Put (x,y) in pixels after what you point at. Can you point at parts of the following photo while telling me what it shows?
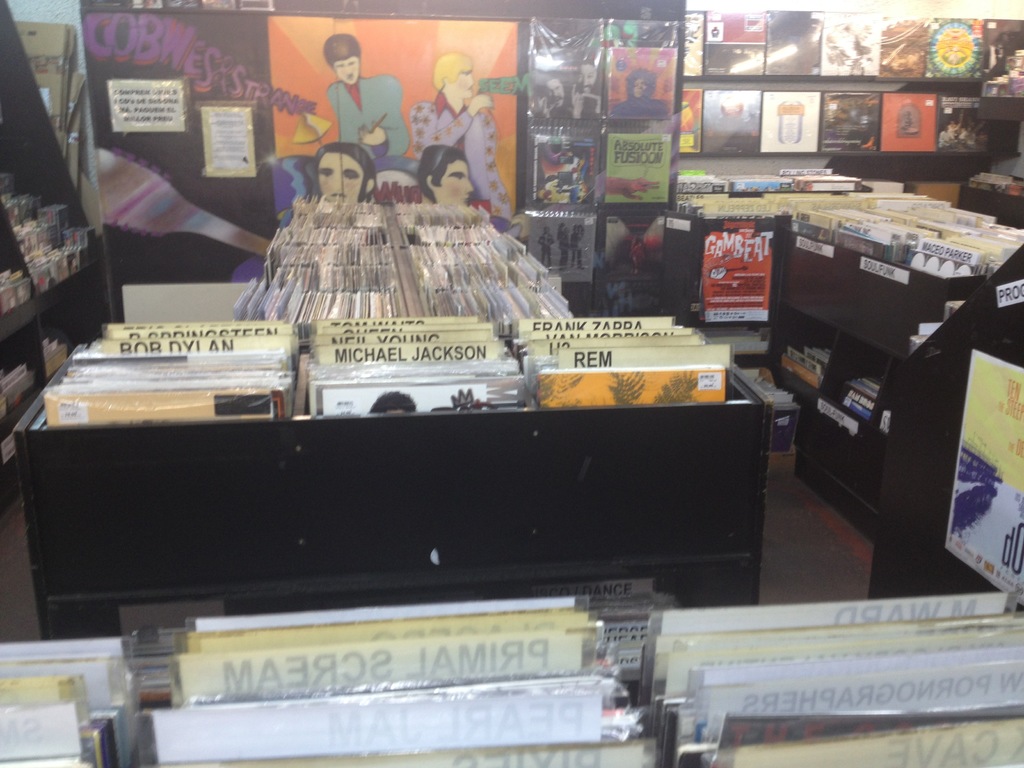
In this picture I can see there are vinyl records (149,386) arranged in bins (177,436) and there are many here. They are arranged according to the list of people and there is a wall (286,209) here.
